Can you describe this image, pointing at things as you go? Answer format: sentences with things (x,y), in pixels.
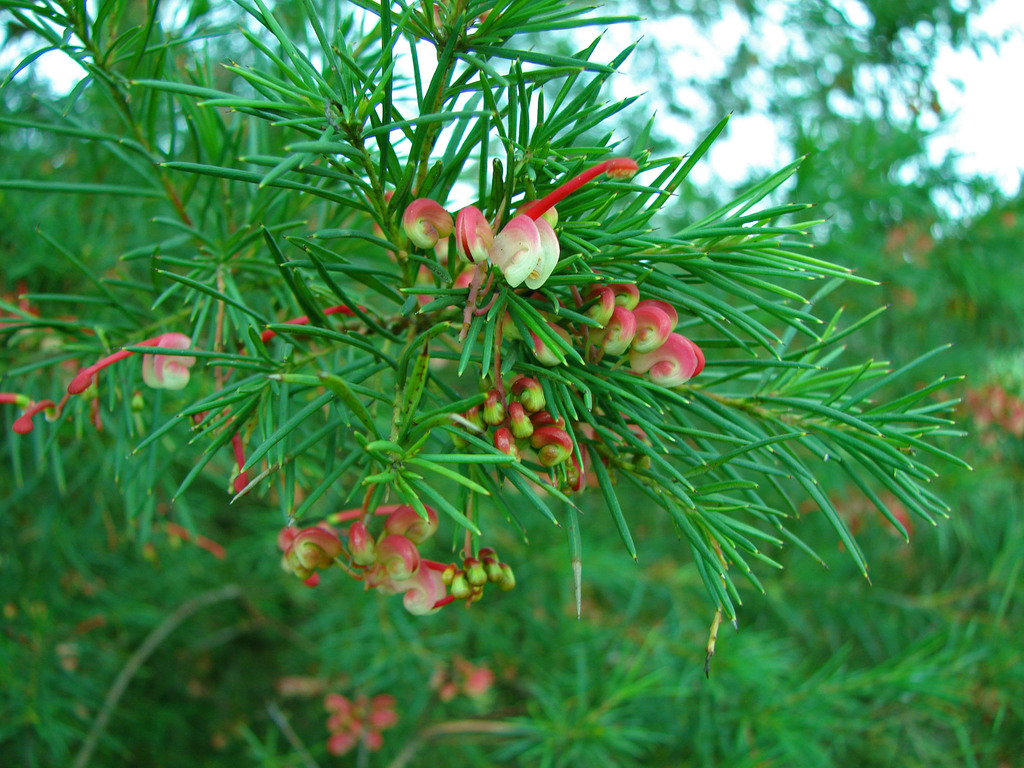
In the picture we can see some plants (471,572) with some flowers (511,242) to it and some buds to it and behind the plants (702,460) we can see full of plants (993,266) and a part of sky (711,163).
